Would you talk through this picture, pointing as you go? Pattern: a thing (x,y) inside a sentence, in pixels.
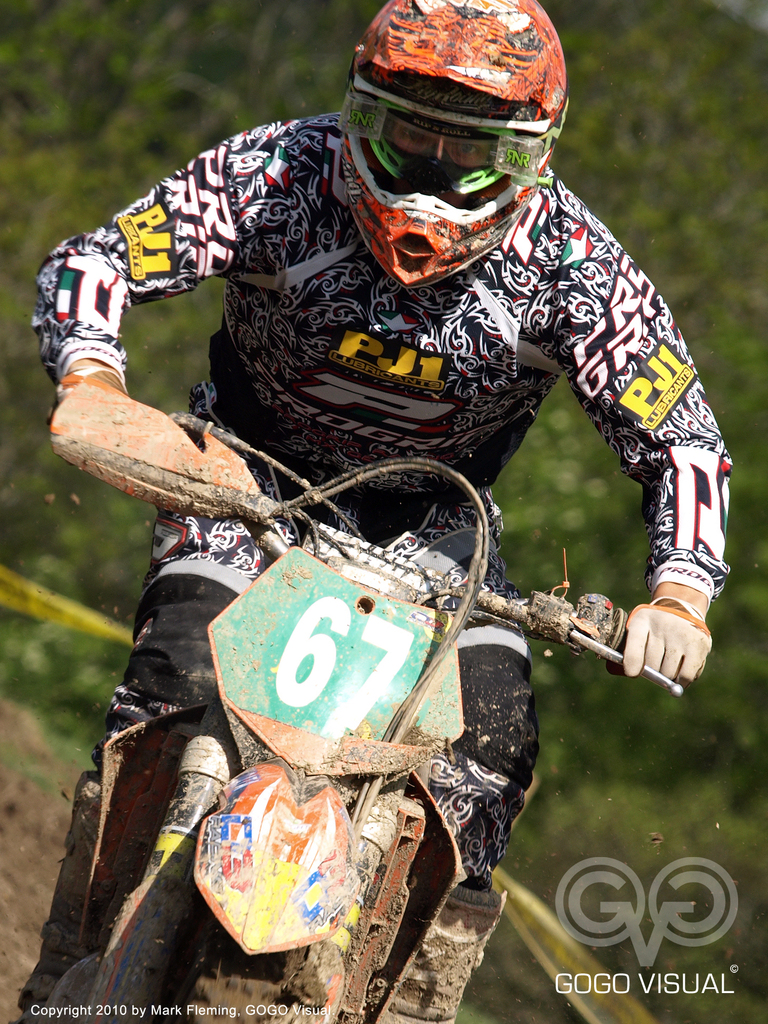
In this image there is a person (366,403) driving a bike (307,797). The person (416,200) is wearing a helmet (487,66). Behind the person (219,383) there are trees (729,222). At the bottom (27,896) there is the ground (498,969). There is mud (335,835) on the bike (319,820). In the bottom right (633,922) there is text (596,979) on the image.
